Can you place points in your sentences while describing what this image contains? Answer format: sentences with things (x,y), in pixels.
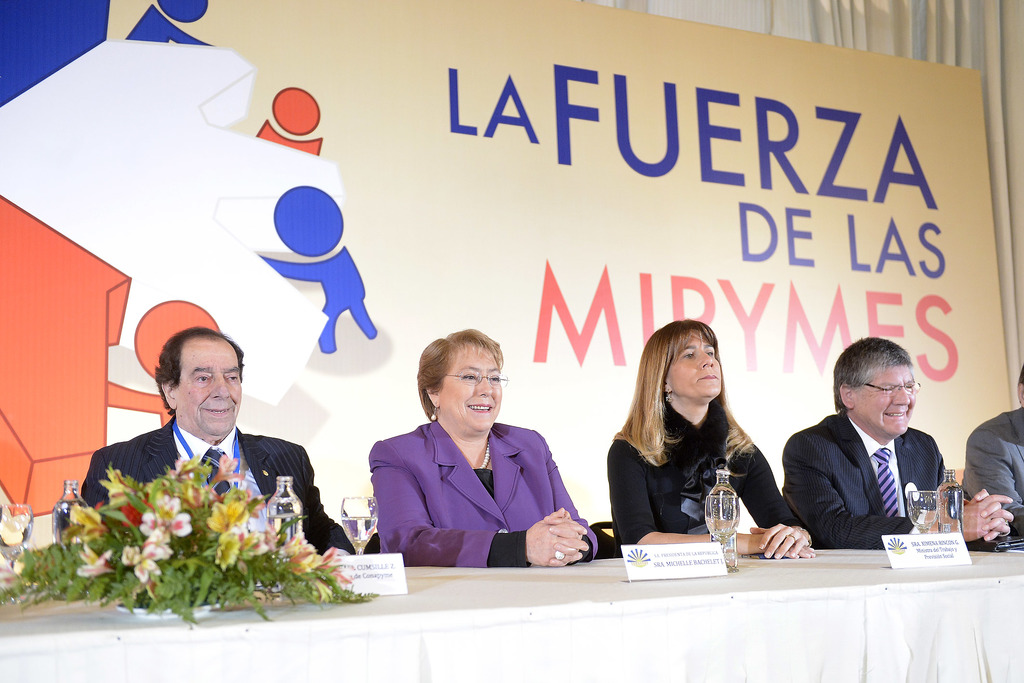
In this image we can see five persons (664,438). In front of the persons (453,529) we can see few objects (104,584) on the table (592,604). Behind the persons (188,416) we can see a banner (484,296) with text (850,224) and image (280,287). On the top right (838,24), we can see a curtain (891,12).
